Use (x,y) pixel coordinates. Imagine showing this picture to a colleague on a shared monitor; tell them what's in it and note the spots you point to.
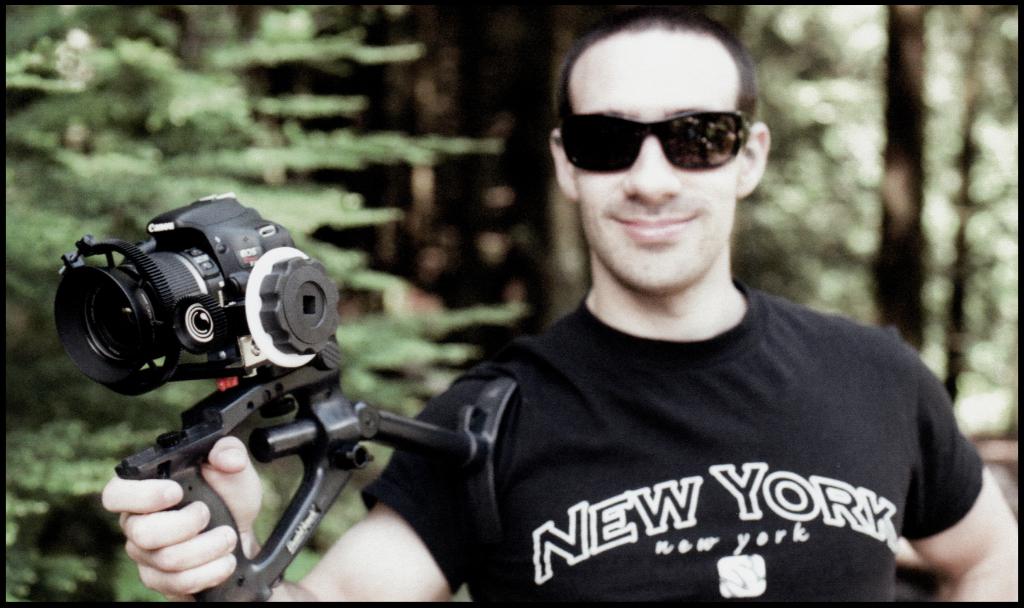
In the foreground of this picture (617,368), there is a man (700,427) in black T shirt (682,456) holding a camera (278,414) in his hand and also wearing black spectacles (671,137). In the background (215,137), there are trees (348,117).
